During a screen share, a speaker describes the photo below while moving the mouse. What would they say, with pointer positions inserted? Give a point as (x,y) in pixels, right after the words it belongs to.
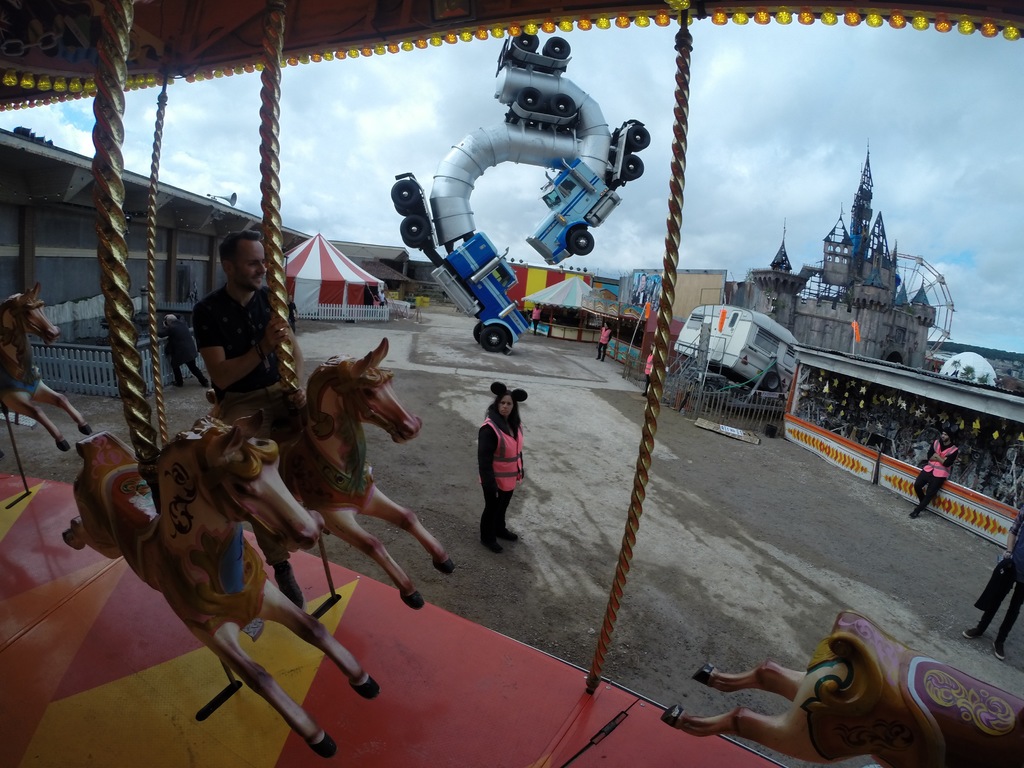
In this image on the left side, we can see a person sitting on the toy horse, and in the middle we can see a woman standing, and background (780,135) is the sky (970,141).
